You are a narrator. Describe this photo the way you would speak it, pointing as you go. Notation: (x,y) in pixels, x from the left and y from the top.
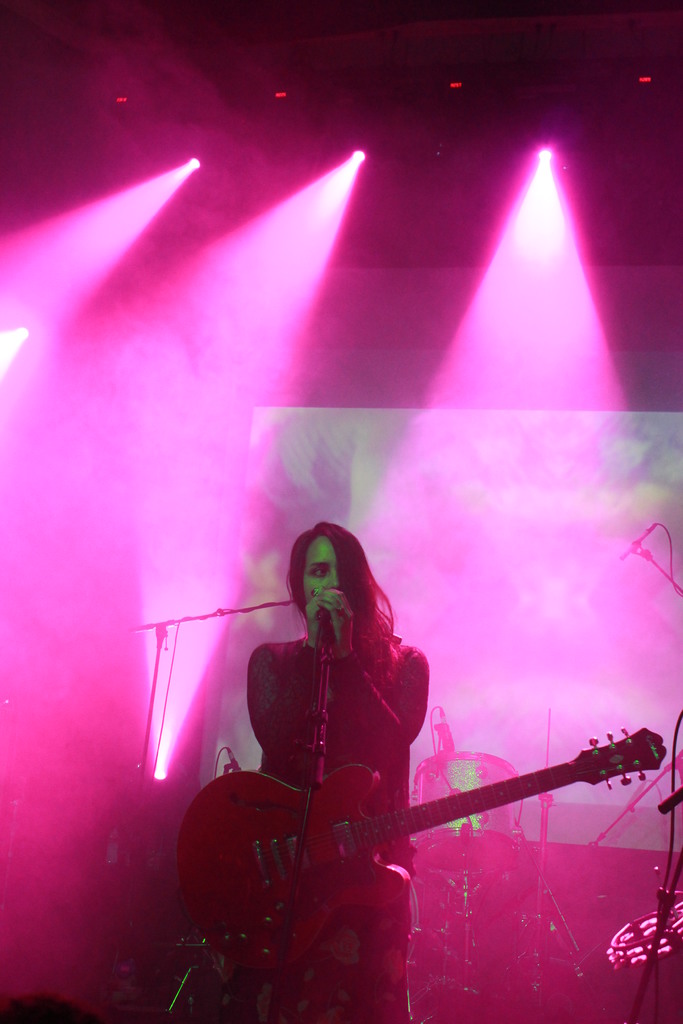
The woman (302,753) is carrying a guitar (474,792) and singing in front of a mic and there are drums (474,768) behind her, In background (572,282) there are pink lights (499,440).
